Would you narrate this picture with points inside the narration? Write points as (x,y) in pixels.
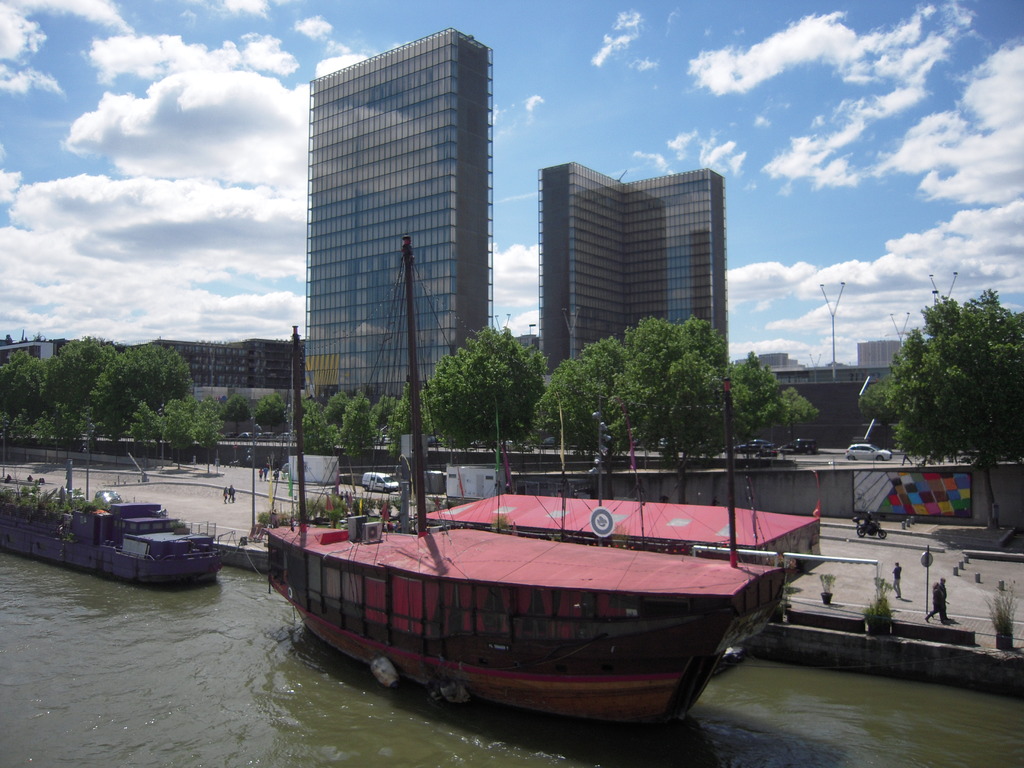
In this image I can see the water (127,685) and few boats (362,636) on the surface (109,652) of the water (248,574). I can see the ground (923,579), few persons (939,596), few vehicles (395,486), few trees (469,422) which are green in color, few poles (420,493) and few buildings (472,265). In the background (737,319) I can see the sky (730,121).
